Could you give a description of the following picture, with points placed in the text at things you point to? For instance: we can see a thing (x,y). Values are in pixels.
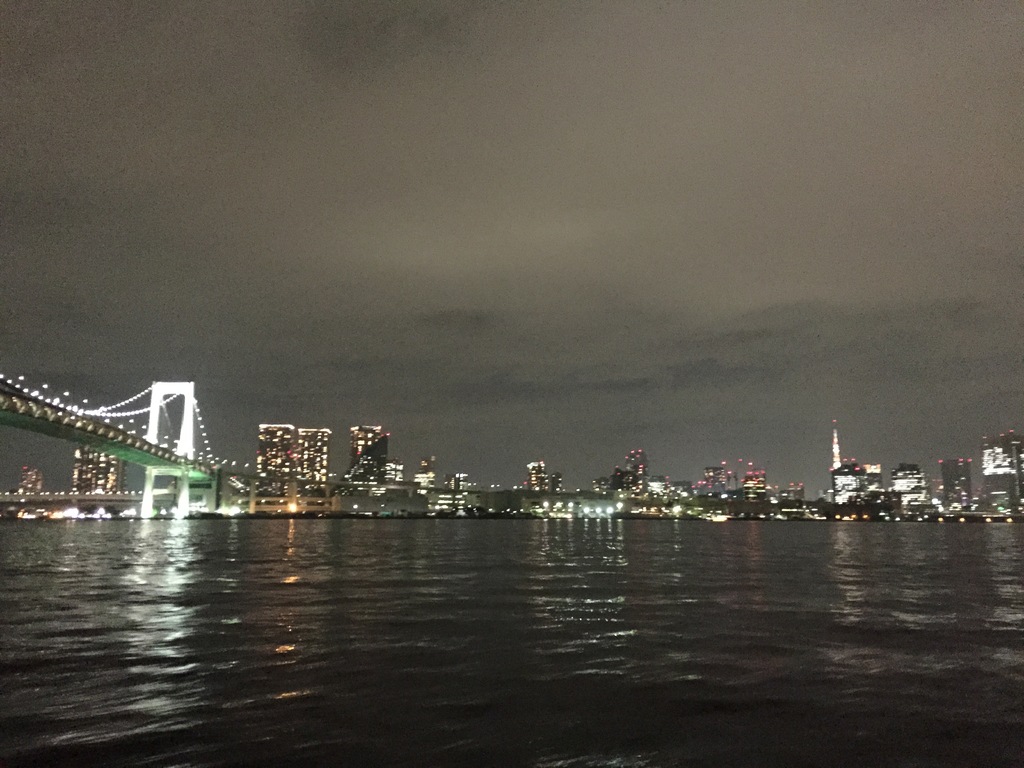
On the left side of the image (161,429) we can see a bridge (193,487) over the water (430,599), in the background (281,463) we can see few lights (325,454) and buildings (387,472).
